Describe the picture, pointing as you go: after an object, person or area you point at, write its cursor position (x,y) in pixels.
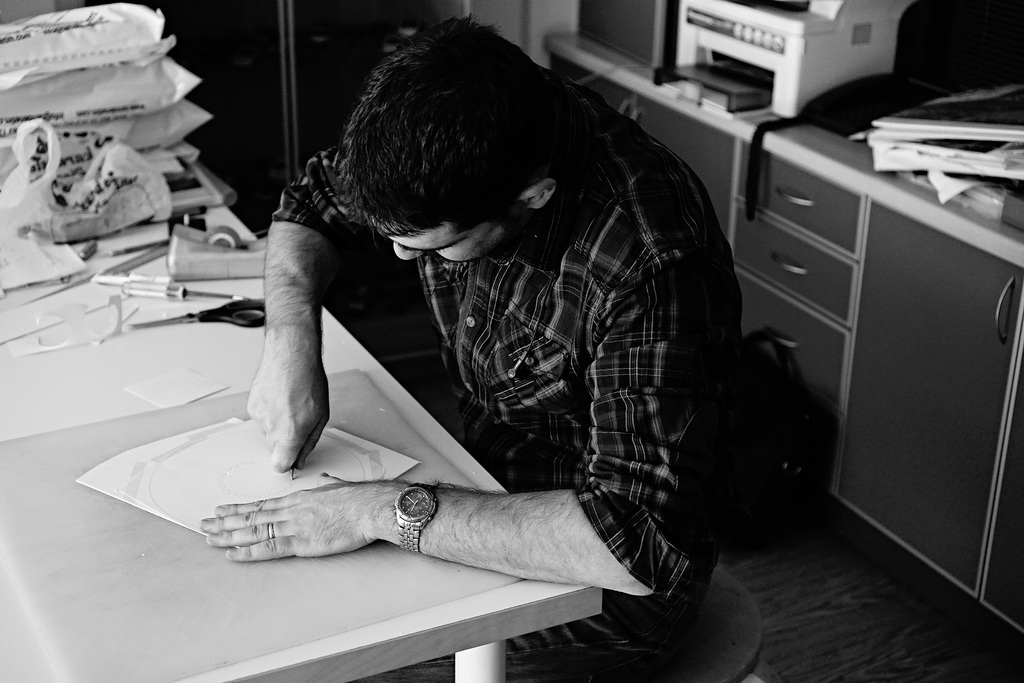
The person (546,333) wearing black shirt (547,358) is doing something on the table (236,360) and the table (151,313) consists of some covers (70,176), tape (228,255), scissor (217,320) and there is also printer (870,71) and telephone (890,88) behind him.
